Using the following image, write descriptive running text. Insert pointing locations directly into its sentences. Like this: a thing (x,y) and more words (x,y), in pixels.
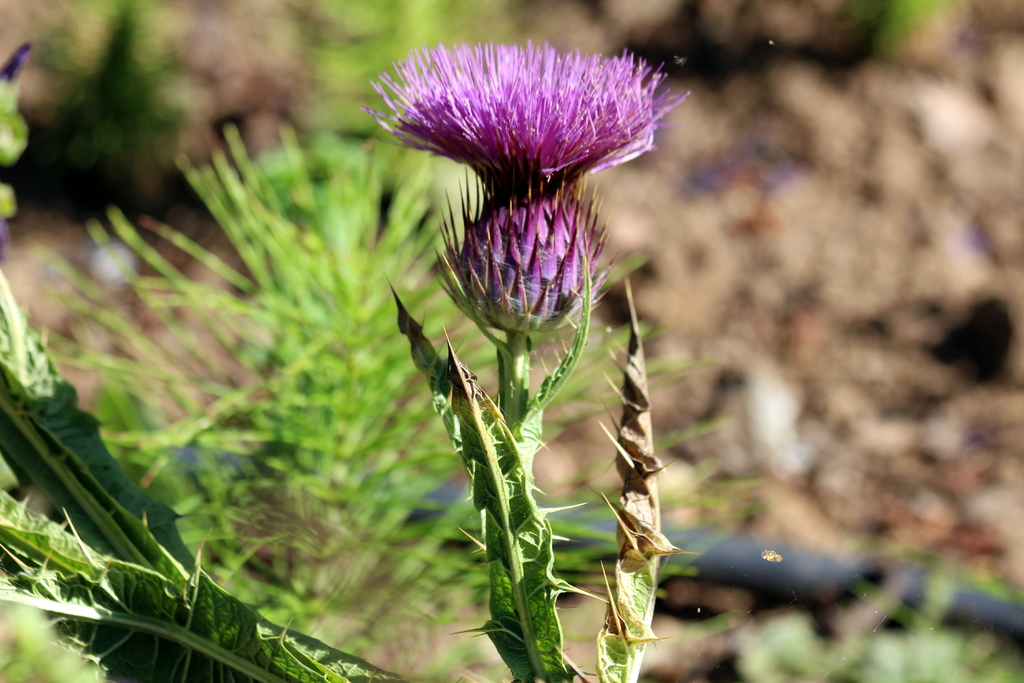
In this image I can see the flower (527,302) in purple color. In the background (400,267) I can see few plants (237,453) in green color.
